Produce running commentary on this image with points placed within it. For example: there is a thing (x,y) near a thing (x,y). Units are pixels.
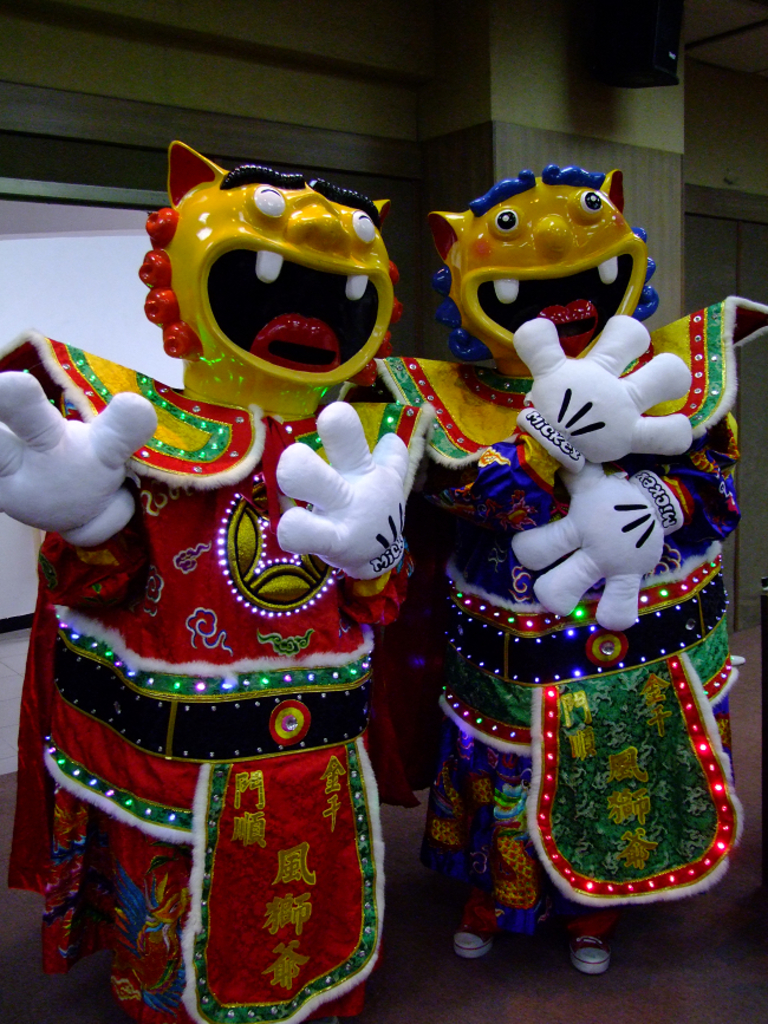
In this image in the foreground (266,760) there are two people (422,375) in costumes (386,633), and in the background (49,233) there are boards (643,159) and wall (562,95) and some object (634,83) it looks like a speaker (620,80).
